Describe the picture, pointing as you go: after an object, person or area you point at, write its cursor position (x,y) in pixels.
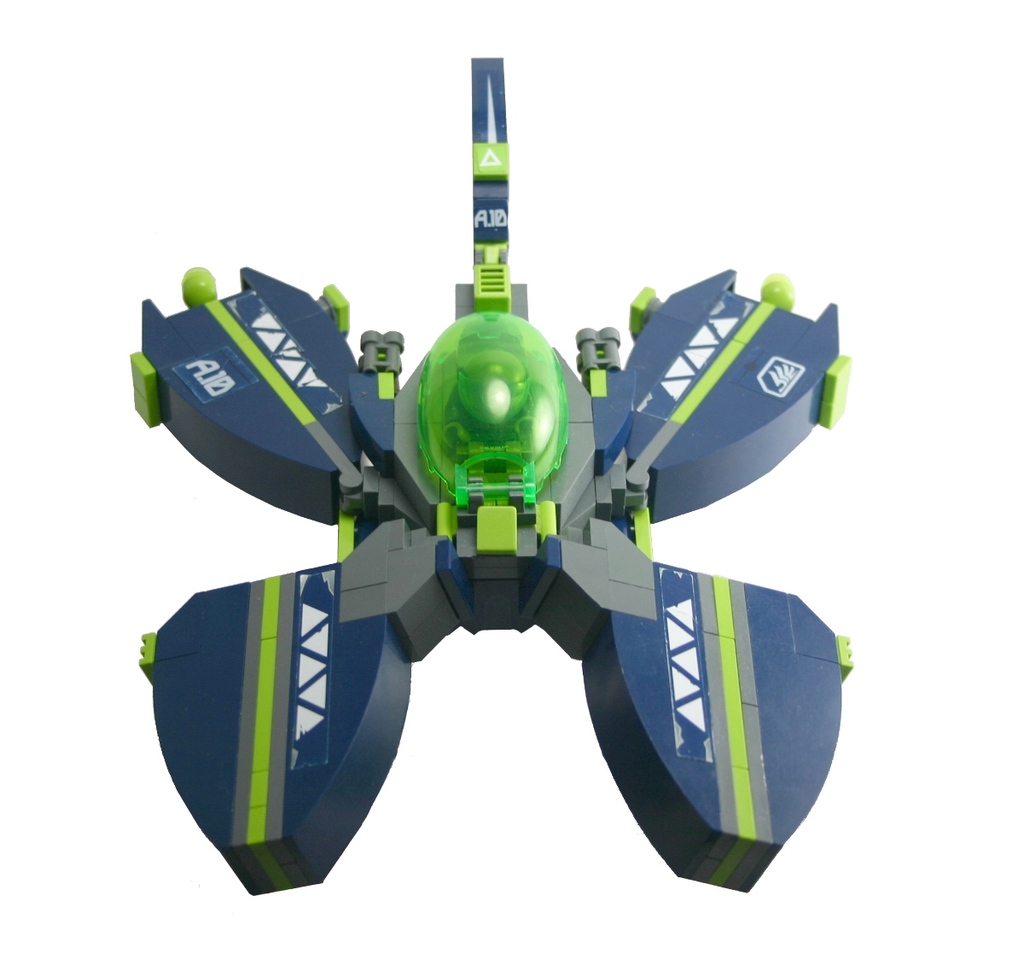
In the foreground of this image (528,496), it seems like a toy (507,507) and there is a white background (185,186).
